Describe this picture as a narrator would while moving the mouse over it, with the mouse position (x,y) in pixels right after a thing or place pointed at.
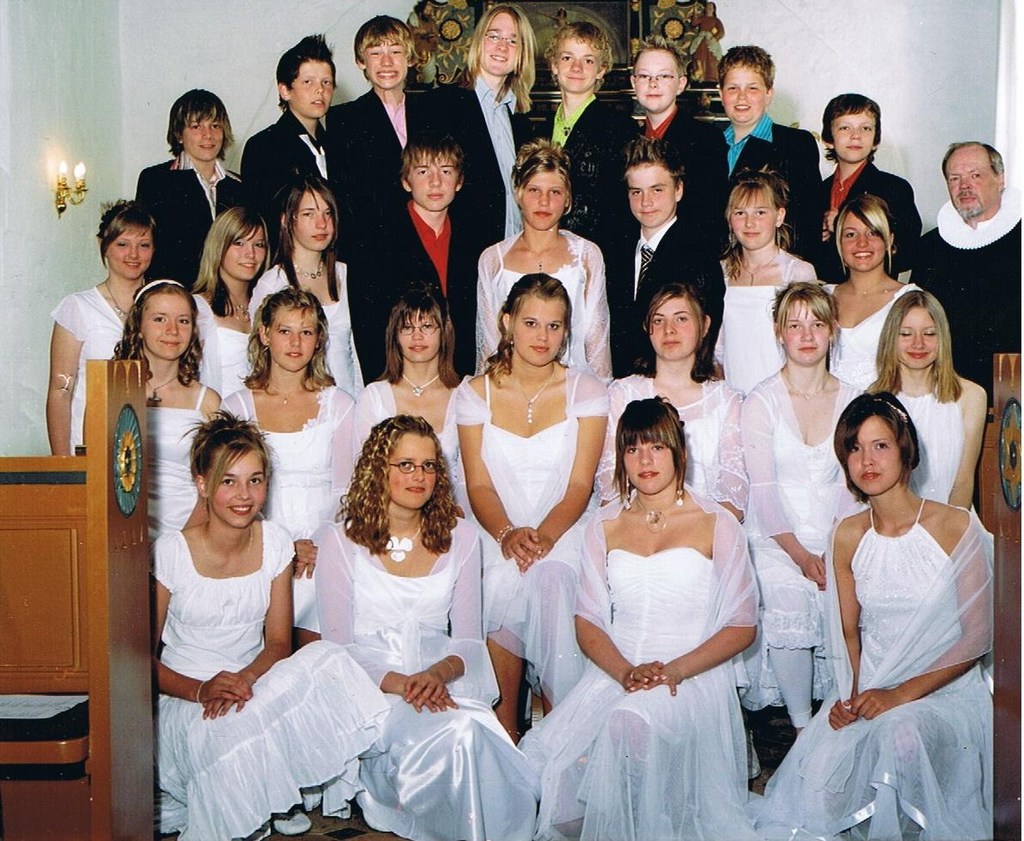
This is the picture of a room (833,502). In the foreground (445,686) there are group of people (460,685) on knees (712,693). In the middle of the image (525,432) there are group (569,445) of sitting and at the back (511,271) there are group of people (506,201) standing. There is a light (82,197) on the wall (108,196). On the left (140,801) and on the right side of the image (988,489) there is a pew (128,820).
